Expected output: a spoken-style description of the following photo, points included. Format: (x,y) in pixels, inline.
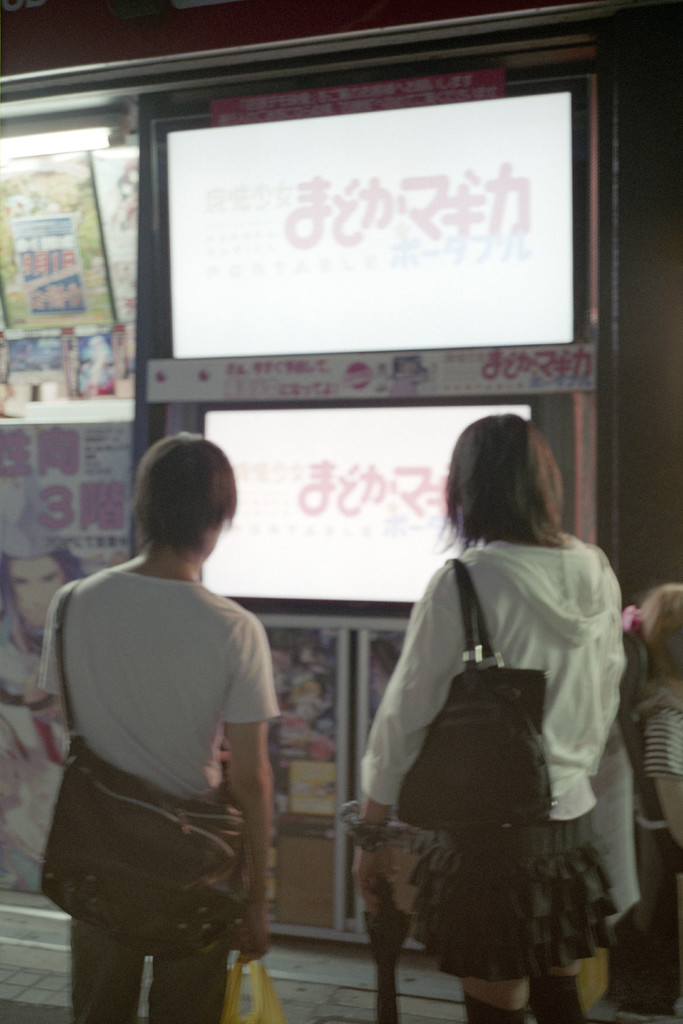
In this image there are two persons (361,791) wearing a bag (168,864) and holding an object (256,974), there is a display board (344,449), there are posters (43,440), there is a light (57,131).
